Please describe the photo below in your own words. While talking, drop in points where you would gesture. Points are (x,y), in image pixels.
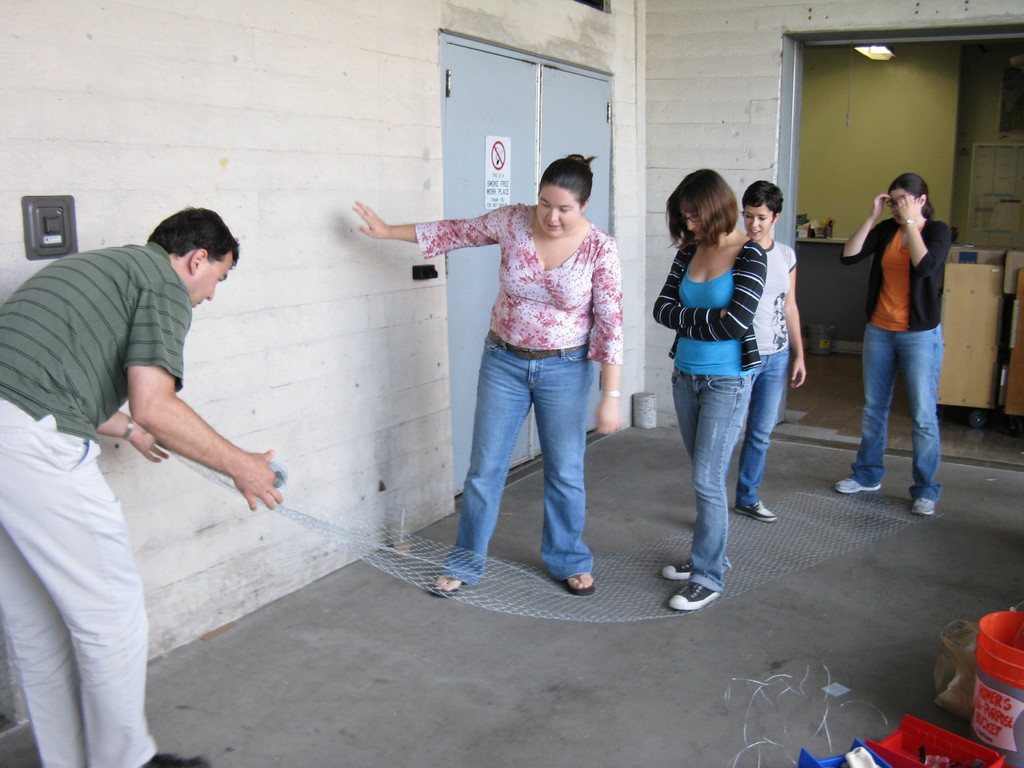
This image is taken indoors. At the bottom of the image (540,684) there is a floor (658,646). In the background (326,246) there is a wall (327,313) with a door (523,163). On the left side of the image (141,681) a man (161,760) is standing on the floor (199,725) and he is holding a net roll (224,485) in his hands (249,453). In the middle of the image (580,446) four women (384,223) are standing on the floor (997,528). In the background (836,294) there are a few things (972,371). On the right side of the image (1019,685) there is a bucket (1009,630) and a few things (934,730) on the floor (780,762).
